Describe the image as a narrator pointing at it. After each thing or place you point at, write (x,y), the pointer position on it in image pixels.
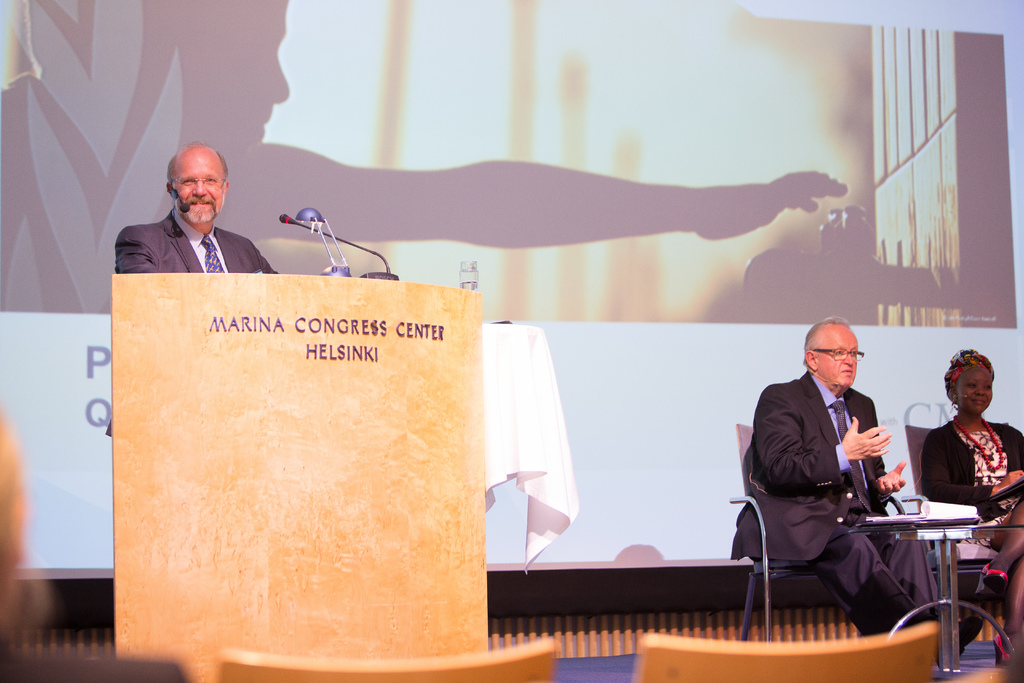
In-front of this man (191,249) there is a podium (319,371) with mic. Background (600,462) there is a screen (546,263). These two people (791,413) are sitting on chairs (751,502), in-front of them there is a table (920,531).
